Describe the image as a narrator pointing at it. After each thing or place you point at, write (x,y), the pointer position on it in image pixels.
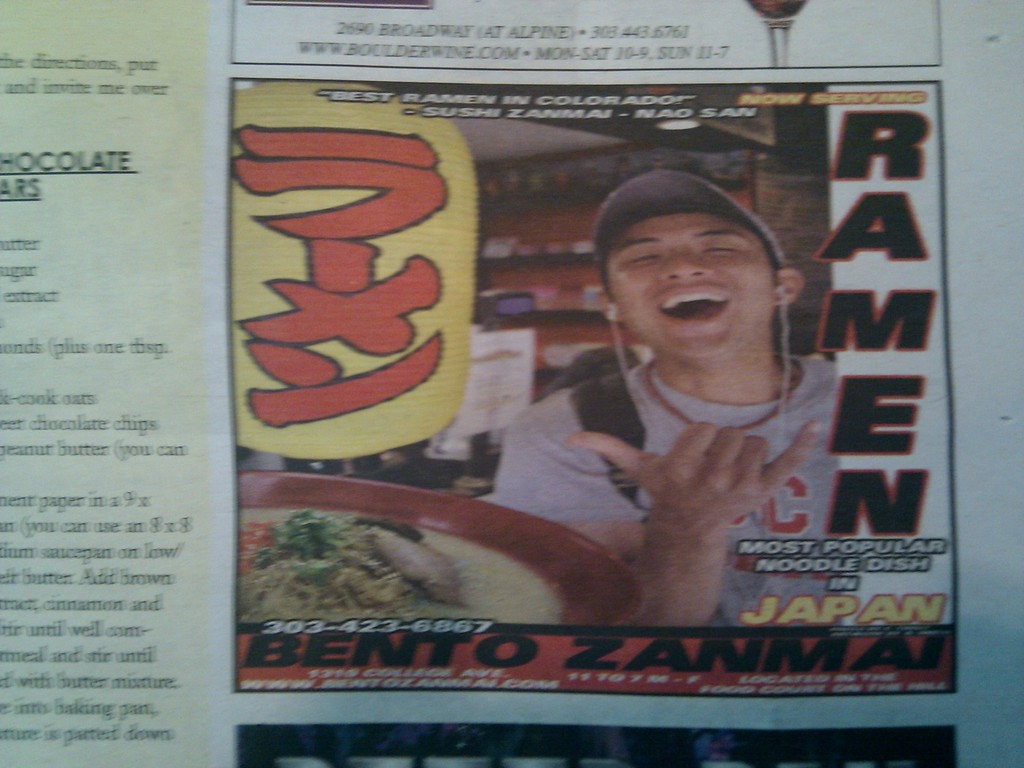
In this picture, it seems like a newspaper (512,361), where we can see pictures (543,443) and text (259,390).
